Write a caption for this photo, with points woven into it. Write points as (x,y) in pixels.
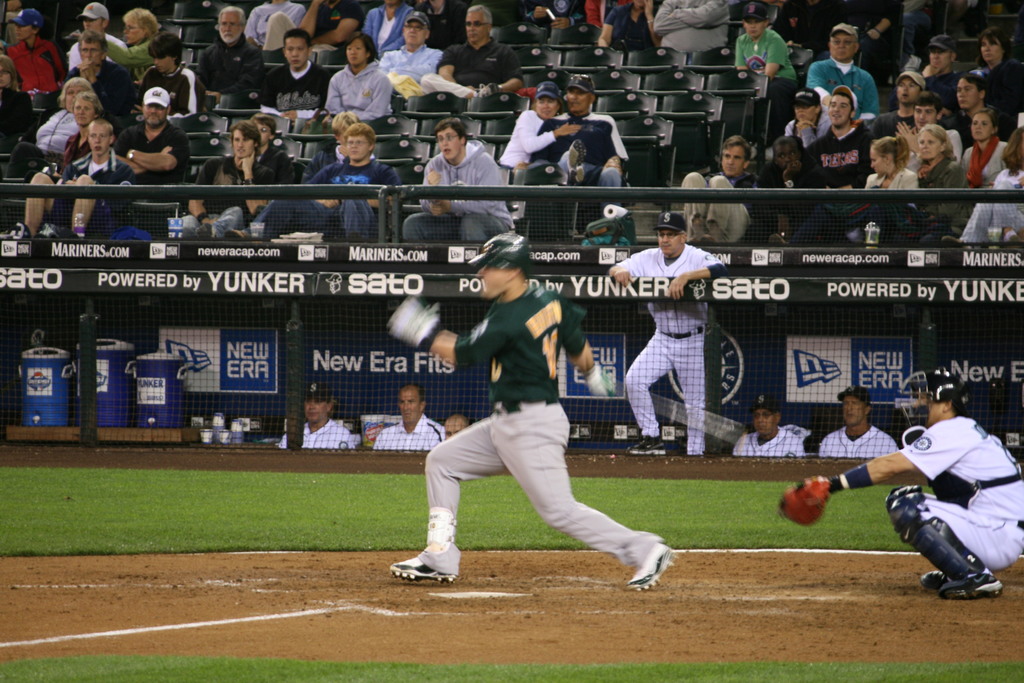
This is the picture of a ground (471,503) in which there are two people (444,501) and to the side there are some people (499,54) sitting on the chairs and also we can see some water cans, fencing (98,316) and some other things (694,288) around.
